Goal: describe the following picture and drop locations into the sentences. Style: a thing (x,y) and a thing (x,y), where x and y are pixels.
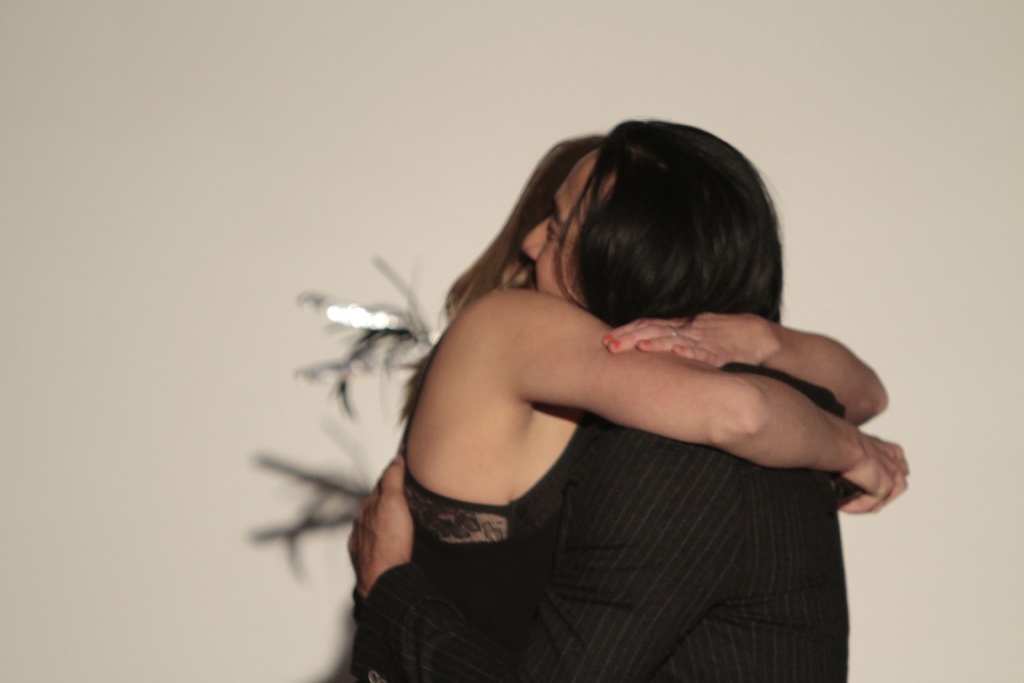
In the picture we can see a man (714,545) and a woman (424,473) are standing and hugging, in the background (75,453) we can see the wall (460,262).
